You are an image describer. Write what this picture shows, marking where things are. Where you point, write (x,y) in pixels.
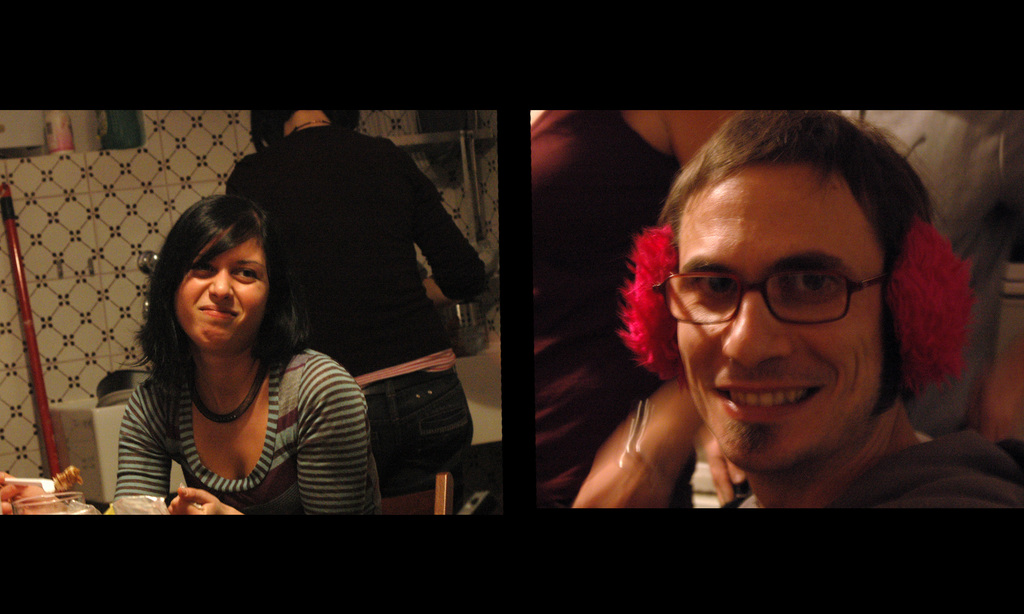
This is an image with collage. In this image we can see a woman (177,447) sitting beside a table (165,508). On the backside (85,345) we can see a woman (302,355) standing, a wall (30,232) and a pole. We can also see a person (698,363) wearing glasses (724,299) and an ear band (646,328).
